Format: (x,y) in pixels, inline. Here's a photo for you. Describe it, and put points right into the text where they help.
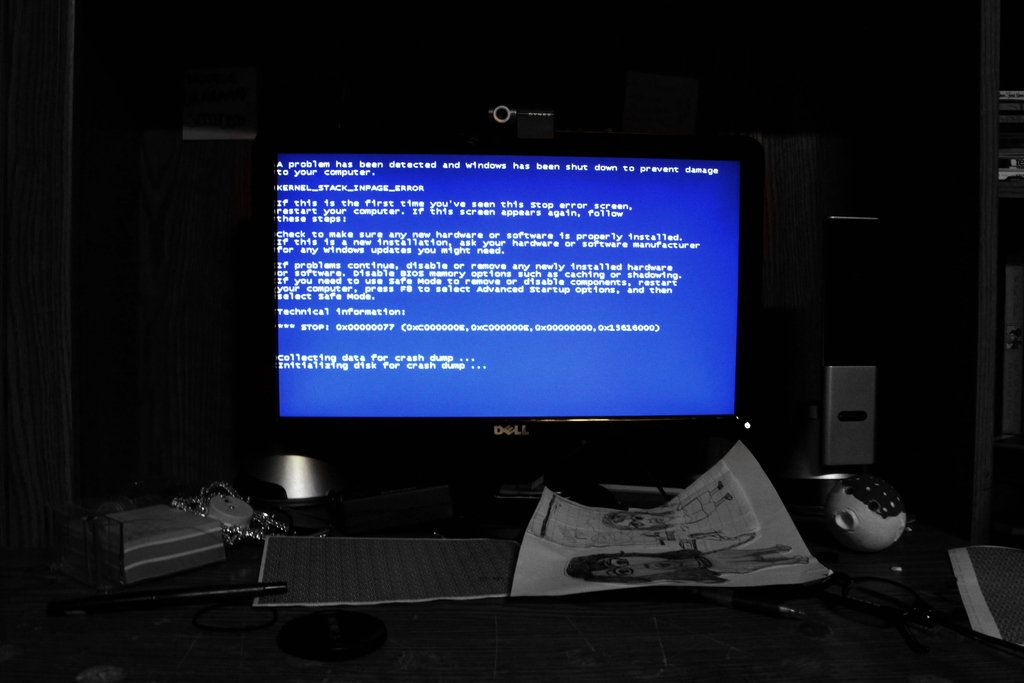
In this image there is a monitor (602,325) on the table (570,617) having few papers (636,560), pen (109,604) and few objects (878,599) on it. background (892,187) there is wooden wall (874,208). Right side (1011,491) there are shelves (996,499) having few objects (1006,412) on it.
